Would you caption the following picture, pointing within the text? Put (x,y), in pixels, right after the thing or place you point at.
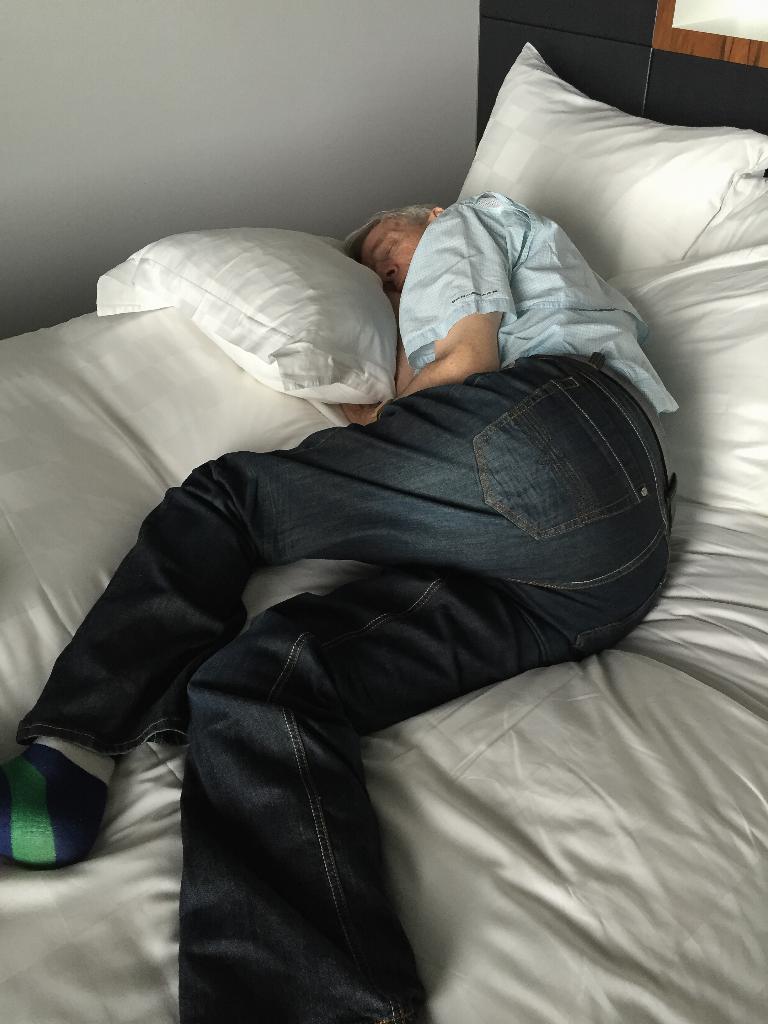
In this picture we can see man (328,752) sleeping on bed (568,760) with pillows (572,194) on it and in background (426,128) we can see wall (249,149).
